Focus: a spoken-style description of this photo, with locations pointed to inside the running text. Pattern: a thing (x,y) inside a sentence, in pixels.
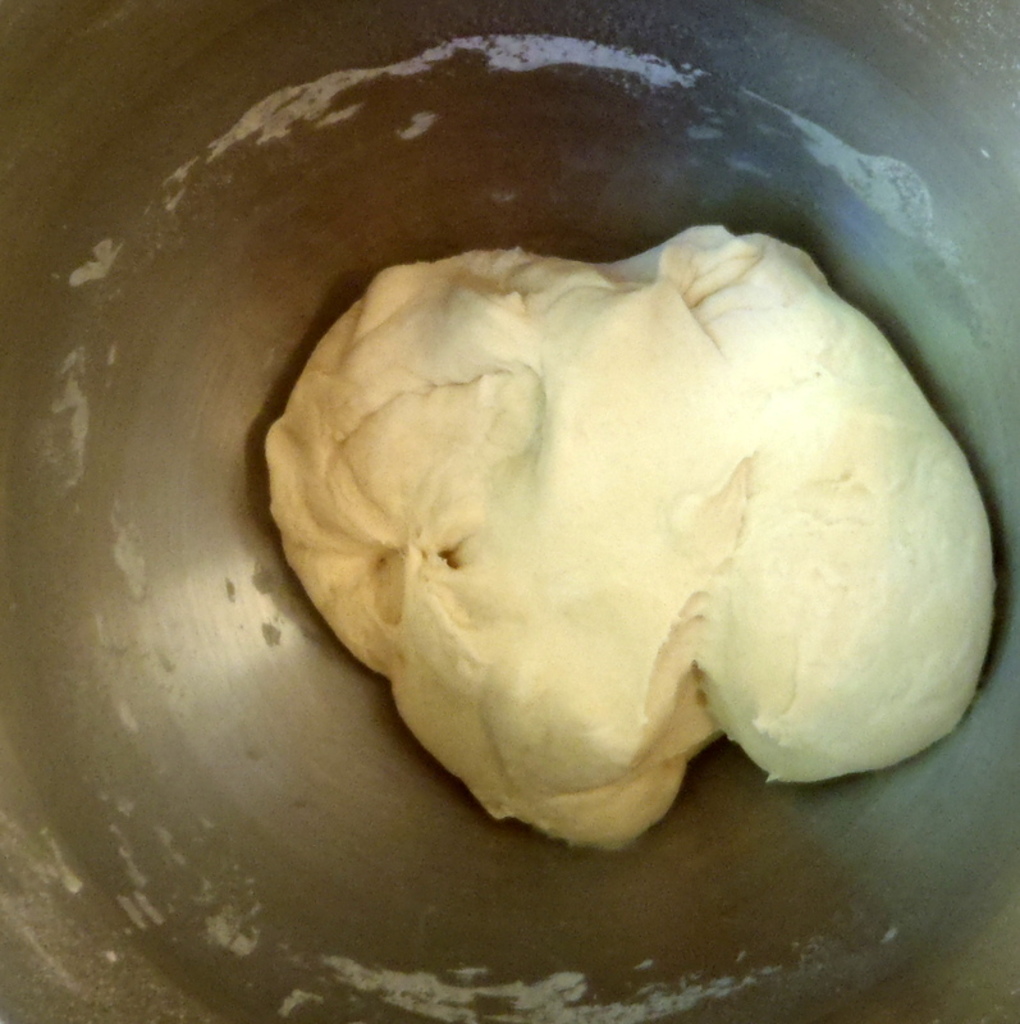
In this picture we can see flour dough (498,486) in a container (15,717).
